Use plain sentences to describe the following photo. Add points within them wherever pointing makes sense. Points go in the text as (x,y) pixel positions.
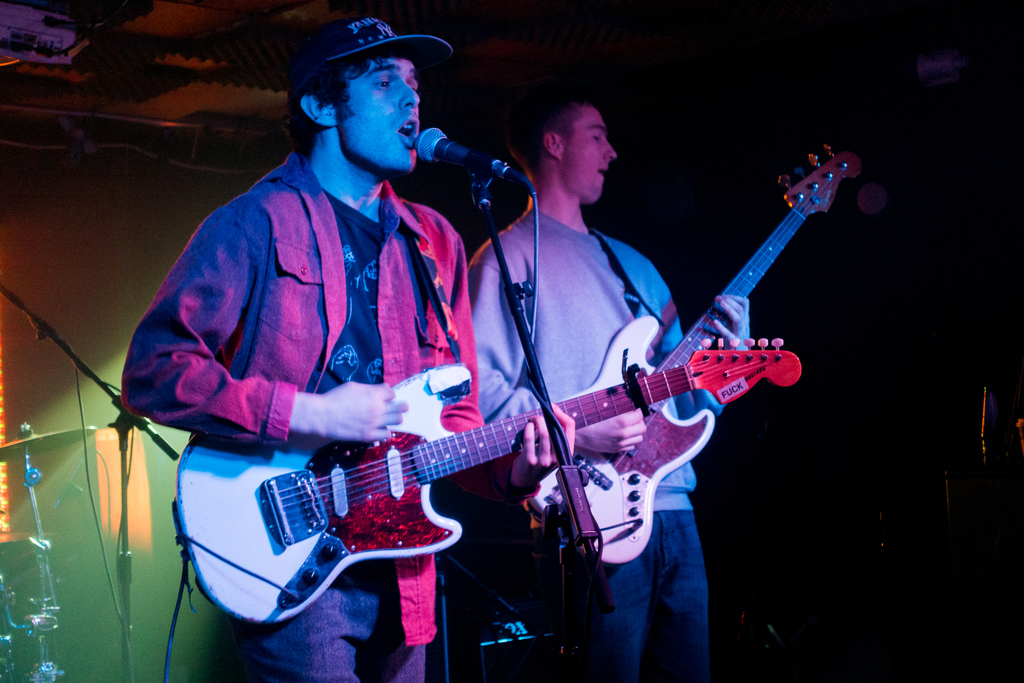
In this picture we can observe two men (402,333) playing guitars (317,458) in their hands (520,482). One of them is standing in front of a mic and a stand (579,519). He is wearing a cap (378,35) on his head (374,99). On the right side (832,329) it is completely dark. We can observe drums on the left side (34,614).
